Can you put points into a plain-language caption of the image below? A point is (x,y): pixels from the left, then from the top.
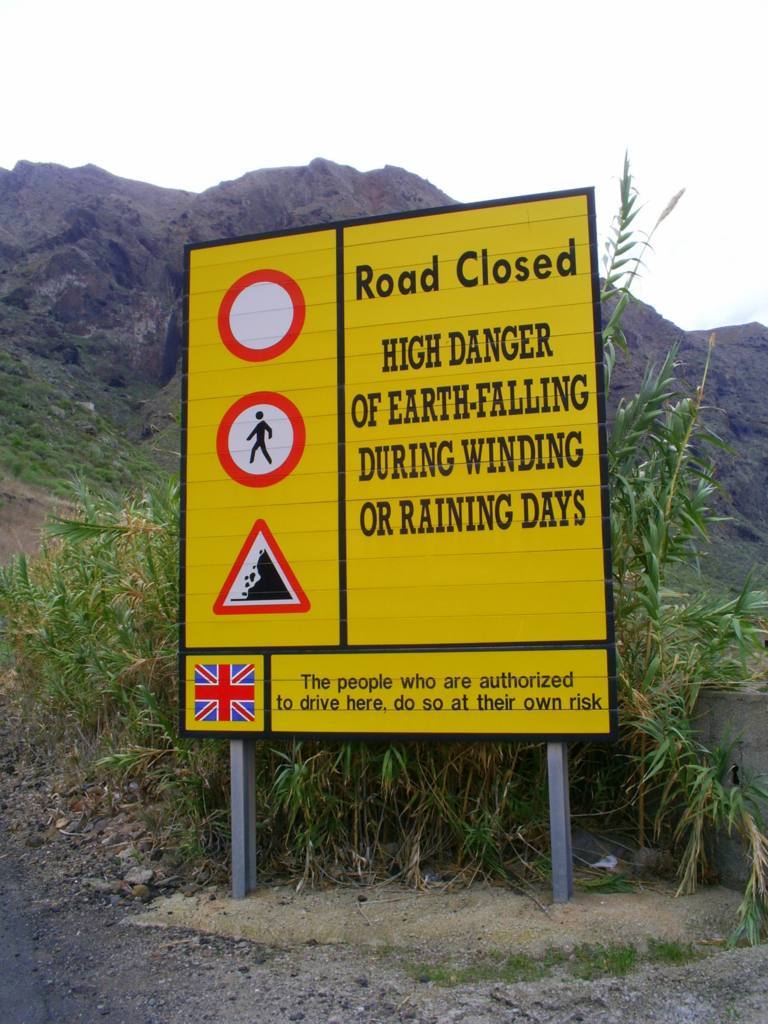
In this image we can see one sign board (515,714) with some signs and some text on it. There are mountains (99,287), one rock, some plants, one road (27,1007) and some grass (544,841).
